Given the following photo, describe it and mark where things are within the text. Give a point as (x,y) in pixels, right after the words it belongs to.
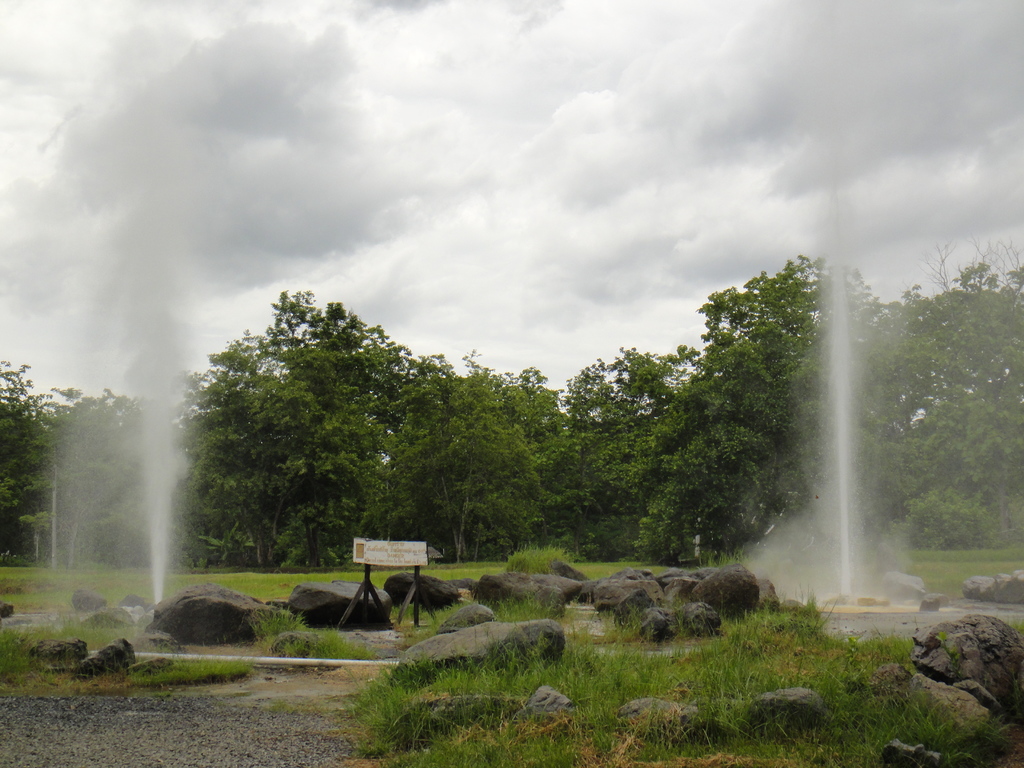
In this image I can see rocks (450,626), grass (558,722), board (360,553) and fountains (832,389). There are trees (624,552) at the back (946,479).
